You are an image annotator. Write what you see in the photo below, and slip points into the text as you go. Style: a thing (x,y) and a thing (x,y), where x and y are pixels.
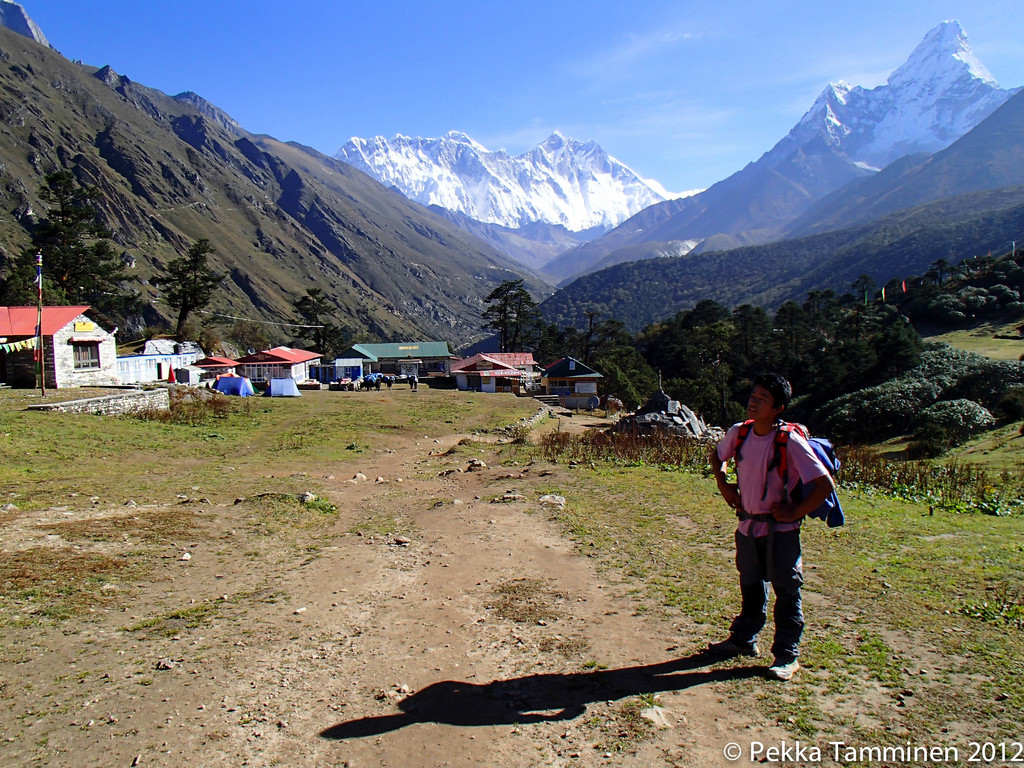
In this image I can see a person (756,618) standing and wearing a bag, background (8,139) I can see few houses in white and green color, trees (616,390) in green color and I can see mountains (737,182) and the sky (538,114) is in blue color.
